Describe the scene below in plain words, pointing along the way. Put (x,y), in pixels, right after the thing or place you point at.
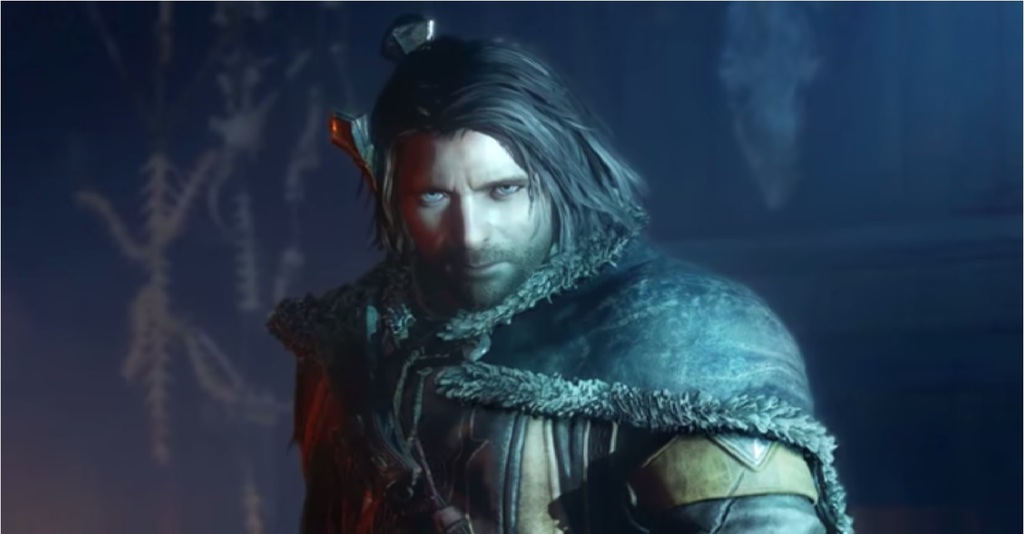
This is an animated image. In this image we can see a man (627,248). On the backside (332,227) we can see a wall (198,389).
